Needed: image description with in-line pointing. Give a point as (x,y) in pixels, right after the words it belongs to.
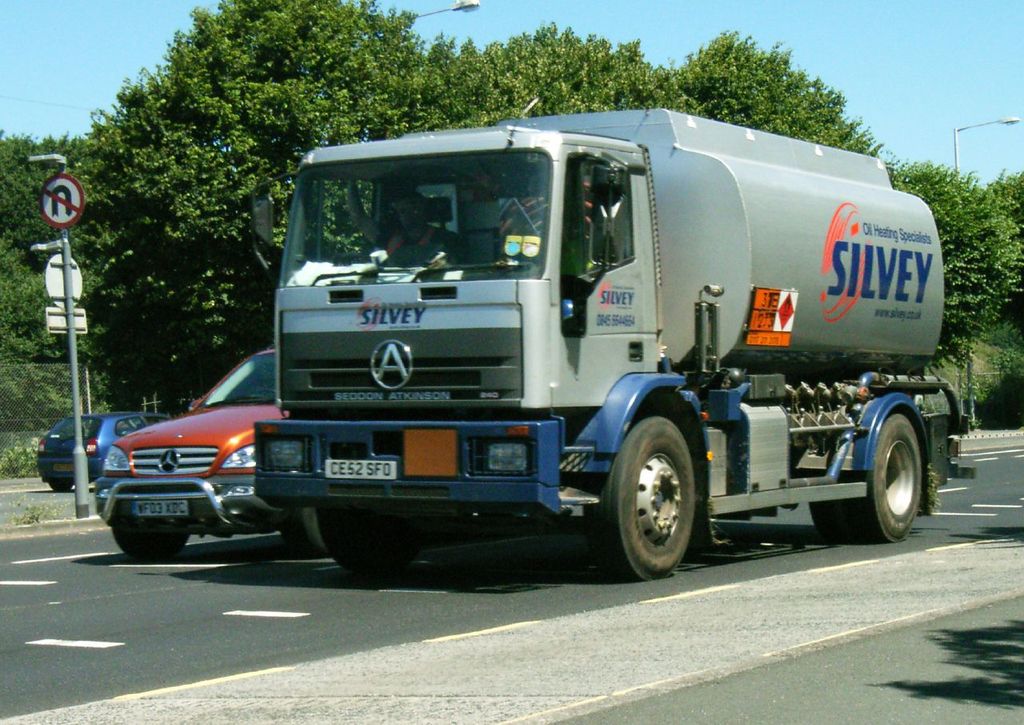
This is the truck (738,301) which is silver in color. I can see the person (433,256) driving the truck (309,377). These are the cars (178,431). This is the sign board (66,227) attached to the pole (75,372). This is the road (420,629). At background (223,147) I can see tree (414,85) and street lights (433,14).
